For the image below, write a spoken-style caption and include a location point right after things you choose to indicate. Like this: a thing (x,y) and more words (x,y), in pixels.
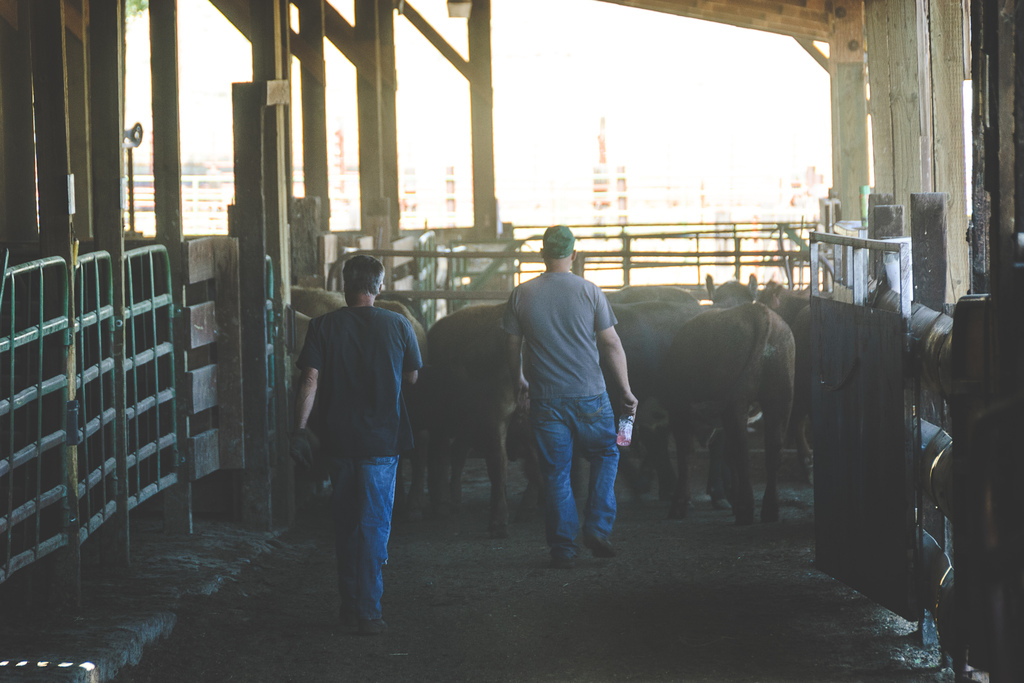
The picture is taken in a farm (460,242). In the center of the picture (499,342) there are cattle (509,368) and people (547,306). On the left (169,306) there are gates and wooden poles (377,30). On the right (876,428) there are wooden pillars (899,235) and a gate (890,311). In the background (675,108) it is sunny.
